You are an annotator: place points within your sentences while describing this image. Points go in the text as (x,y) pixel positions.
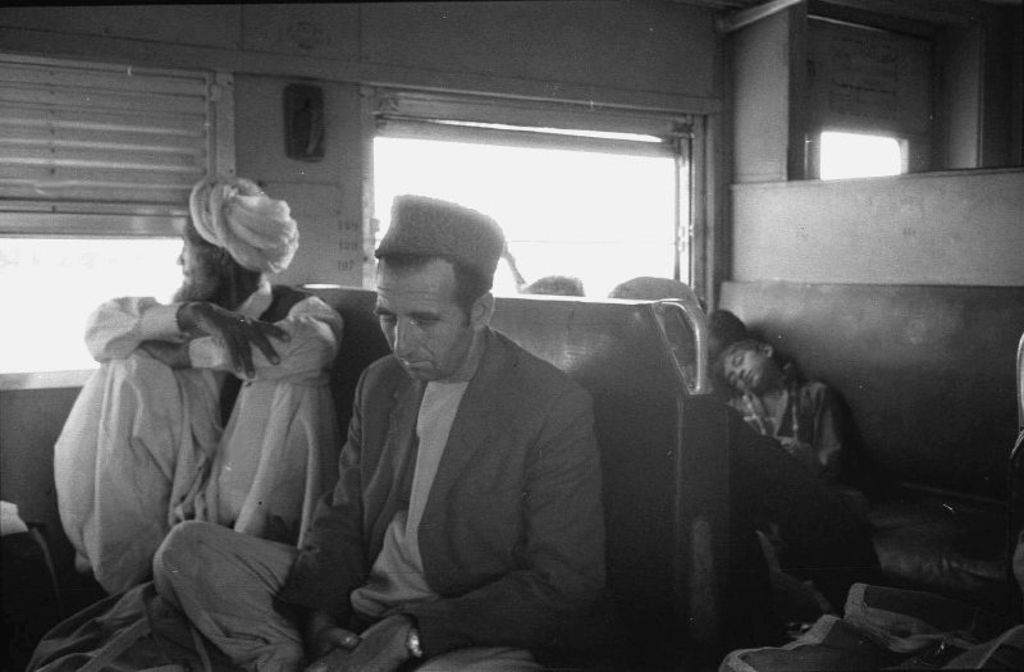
It is a black and white image, it seems like the pictures is captured inside a train (326,188) and there are passengers (305,432) sitting on the seats (590,333), behind the passengers (150,318) there are windows (94,210).
